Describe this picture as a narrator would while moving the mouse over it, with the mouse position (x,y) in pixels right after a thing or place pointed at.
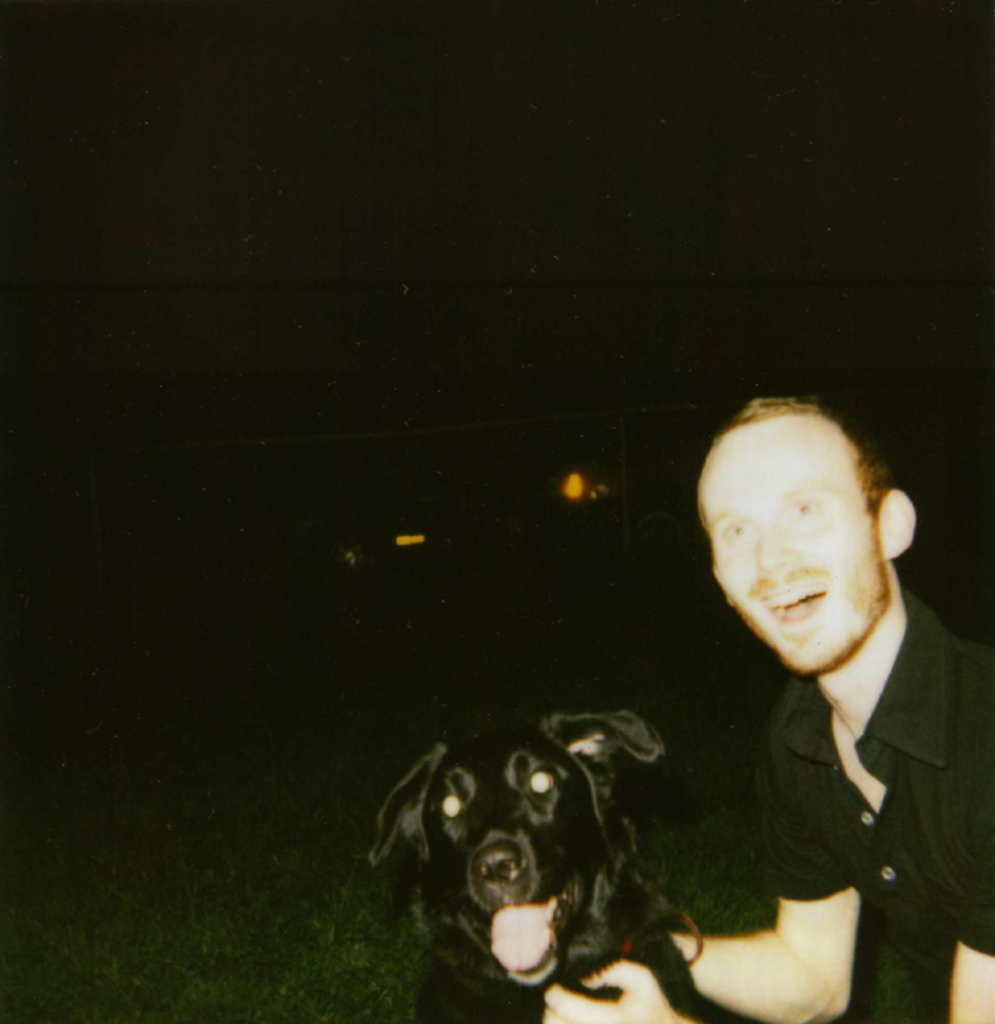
This image is taken outside. In the right side of the image (964,688) there is a man (932,874) playing with a dog (606,937). In the middle of the image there is a dog (623,749). In the left side of the image (211,841) there is a grass (218,941).
